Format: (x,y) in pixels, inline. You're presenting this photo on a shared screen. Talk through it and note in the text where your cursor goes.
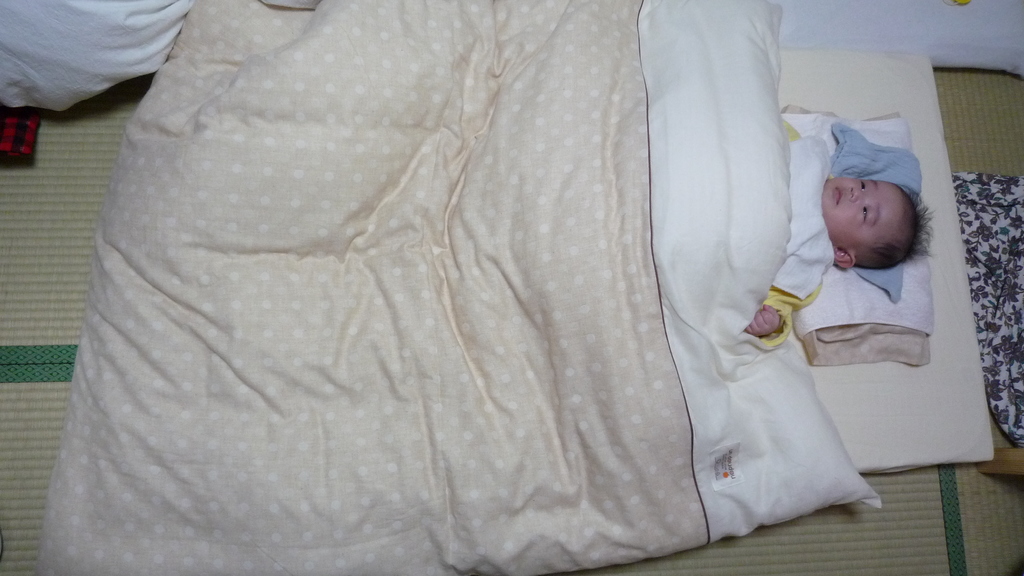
In this image, I can see a baby (809,284) lying on the bed (820,293). This is a blanket (468,274). I think this is the mat (876,521) on the floor (47,287).
